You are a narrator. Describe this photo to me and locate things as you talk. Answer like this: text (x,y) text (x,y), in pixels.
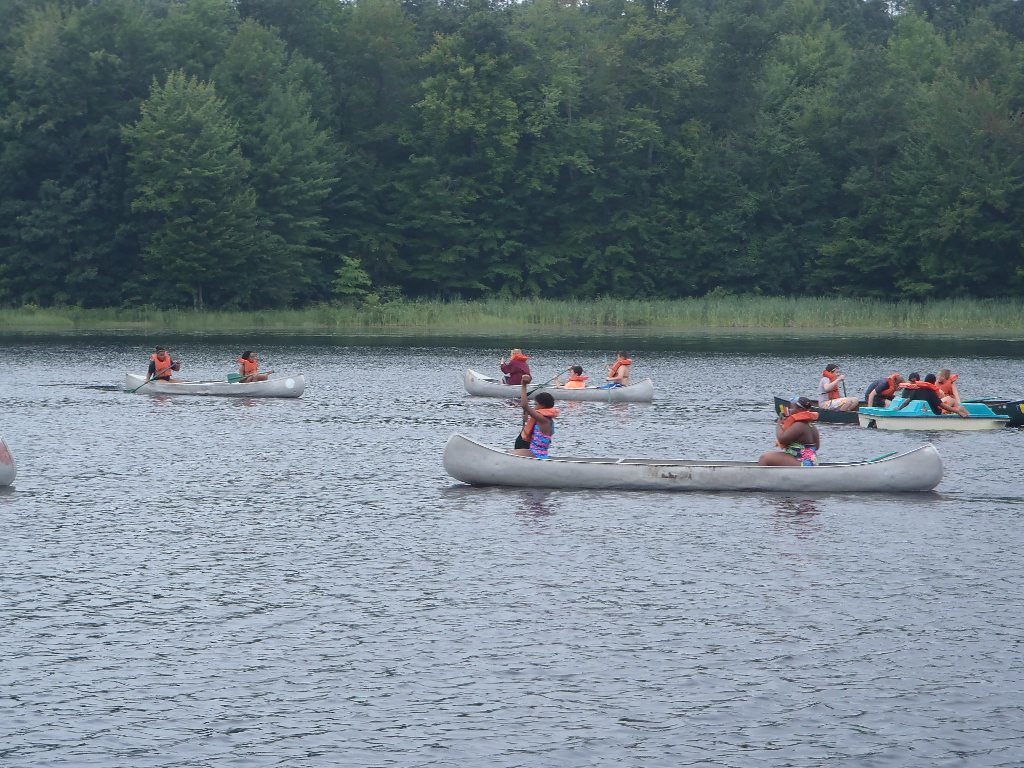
In this image I can see water (358,484) and in it I can see few boats (577,467). I can also see number of people (509,382) and I can see all of them are wearing life jackets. In the background (117,298) can see grass (528,303) and number of trees (492,173).
